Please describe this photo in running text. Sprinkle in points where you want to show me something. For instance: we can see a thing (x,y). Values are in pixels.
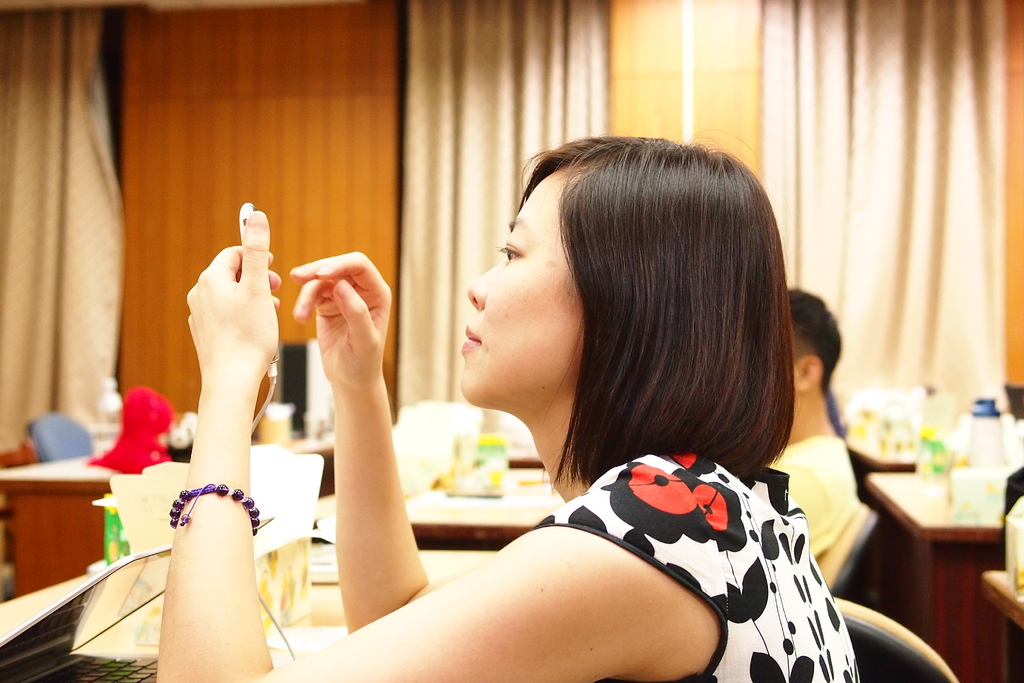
In this image I can see two persons (664,562), a laptop (95,614), tables (22,592), and chairs (917,656). And on the tables (911,620) there are some objects (508,455). Also there is a wall (332,163) and curtains (487,111).
